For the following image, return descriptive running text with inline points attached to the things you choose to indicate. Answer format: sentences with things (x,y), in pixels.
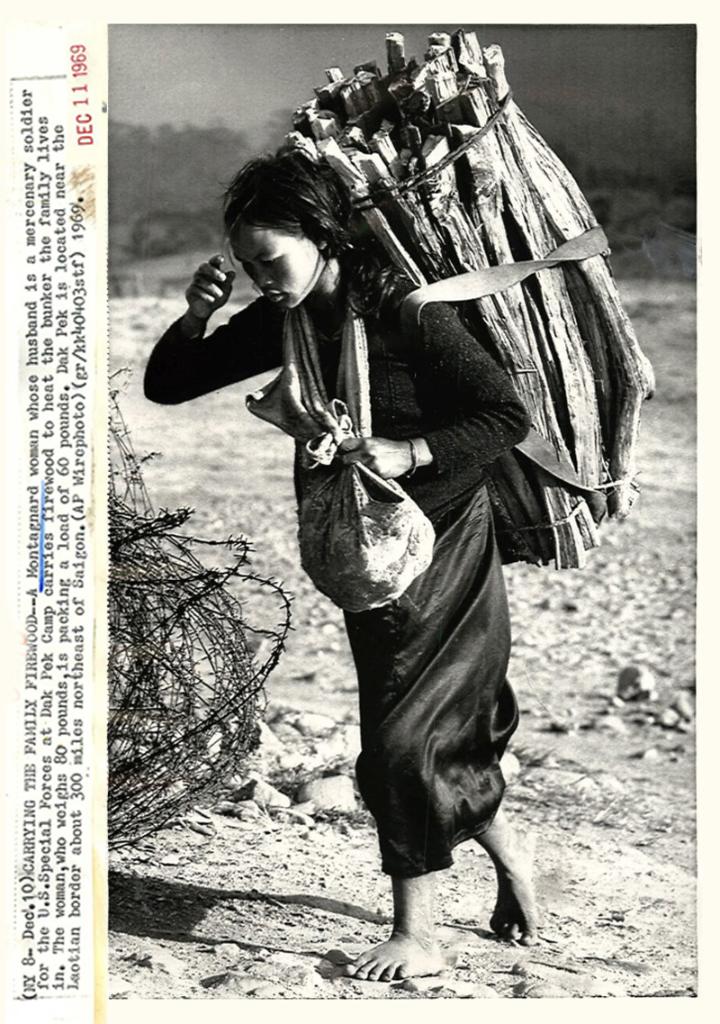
As we can see in the image there is a woman (370,961) wearing black color dress (370,662) and holding a bag (367,586). The woman (363,653) is wearing a wooden sticks (502,218) on her back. In the background (141,219) there are trees (620,173).
